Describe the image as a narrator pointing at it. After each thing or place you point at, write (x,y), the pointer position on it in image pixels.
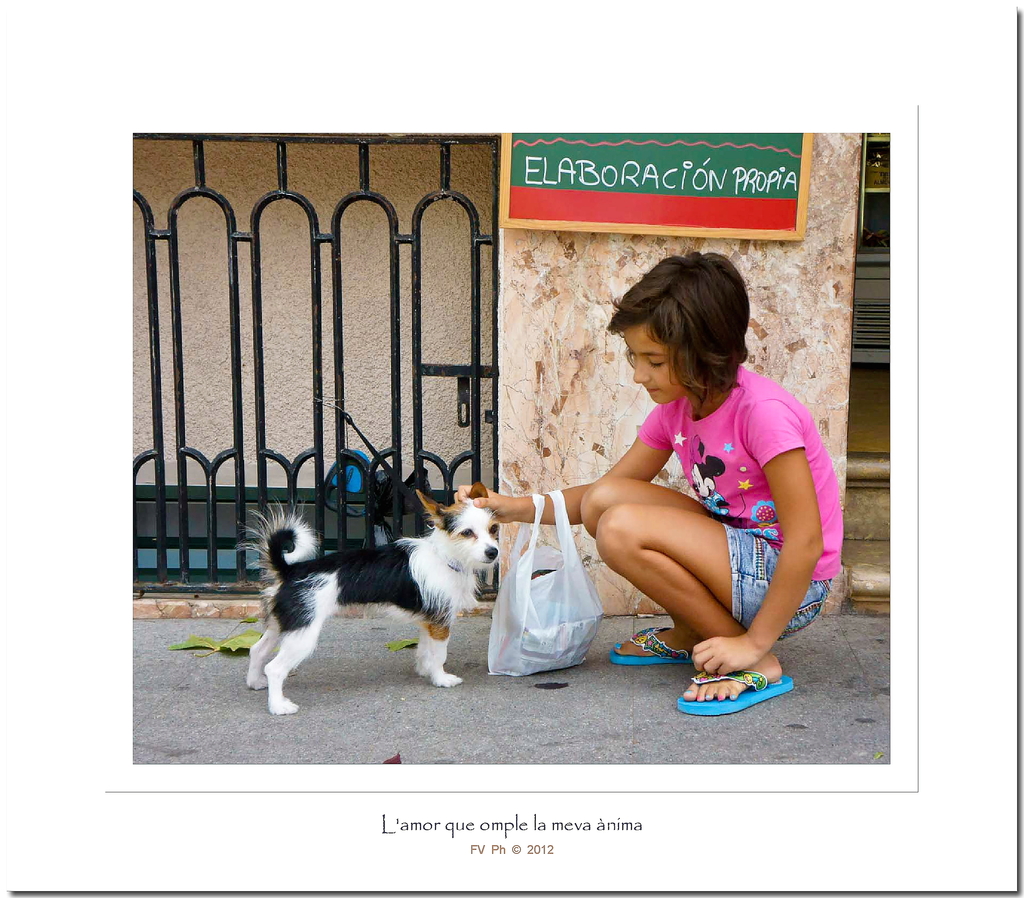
This picture shows a girl (700,298) holding a cover (547,594), is sitting in front of a dog (409,591). She is petting a dog (437,606) here. In the background (307,358) there is a gate (326,275) and a wall (565,269) on which a board (655,172) is attached.
